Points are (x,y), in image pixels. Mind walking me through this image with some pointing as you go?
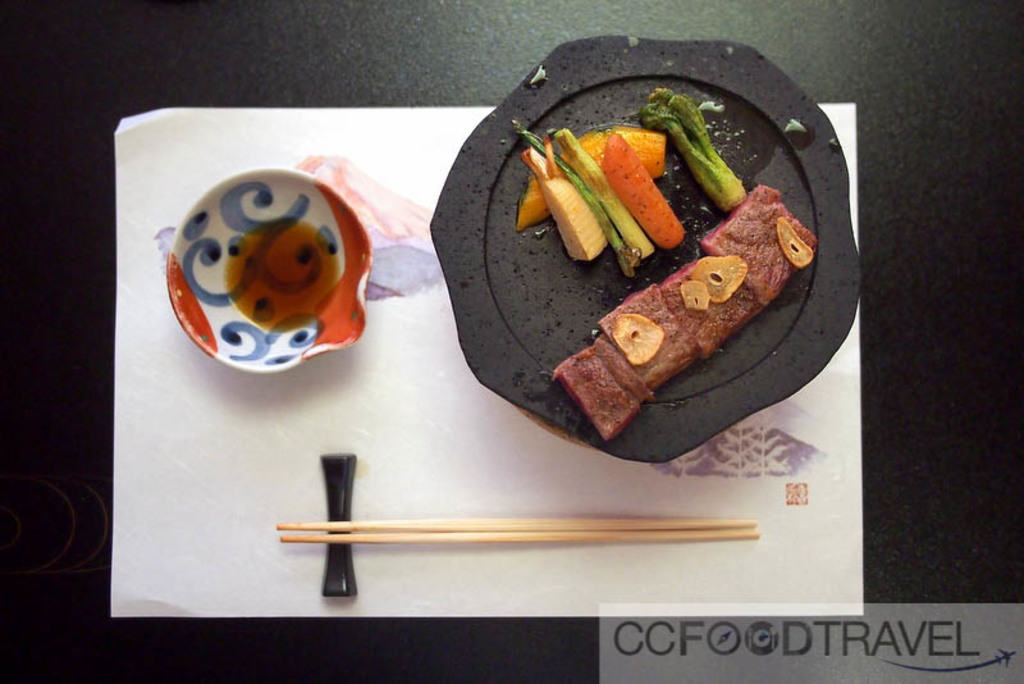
In this image I see the black surface (918,229) on which there is white paper (259,378) and I see a cup (253,267) over here which is colorful and I see the black color thing (599,79) over here on which there is food (627,185) which is of pink, orange, green and cream in color and I see the chopsticks (506,530) over here and I see the watermark (805,660) over here.
